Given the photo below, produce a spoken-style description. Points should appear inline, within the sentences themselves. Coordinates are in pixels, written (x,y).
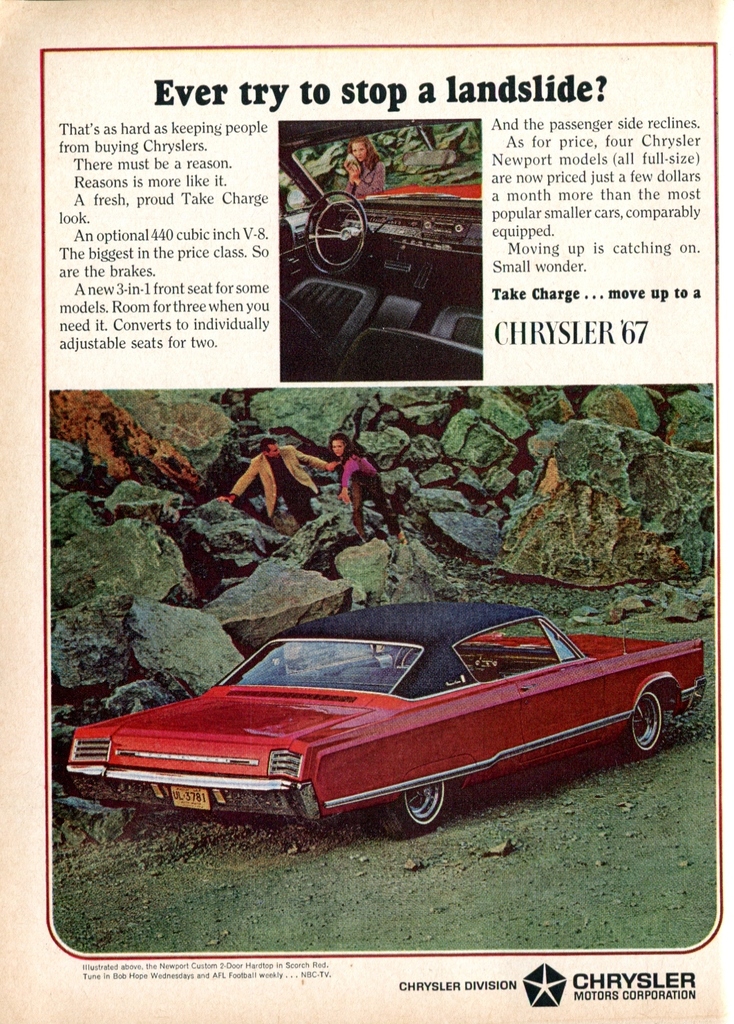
In this image, we can see an article (359,504). Here we can see pictures (422,473). In these pictures (425,376), people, vehicle (385,639), seats (354,327), steering (345,265) and rocks (455,532).
